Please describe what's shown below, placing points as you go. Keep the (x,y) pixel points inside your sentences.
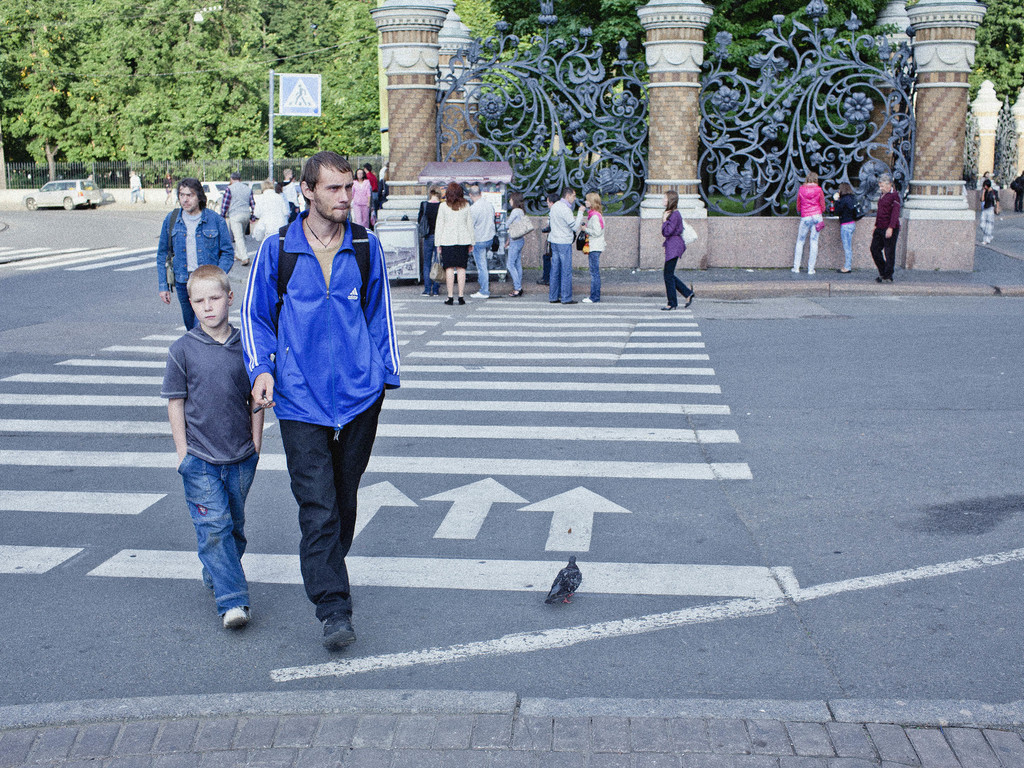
In this image we can see people (333,325) walking on the road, trees (328,93), motor vehicle (87,185) on the road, fences (204,168) and cables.
